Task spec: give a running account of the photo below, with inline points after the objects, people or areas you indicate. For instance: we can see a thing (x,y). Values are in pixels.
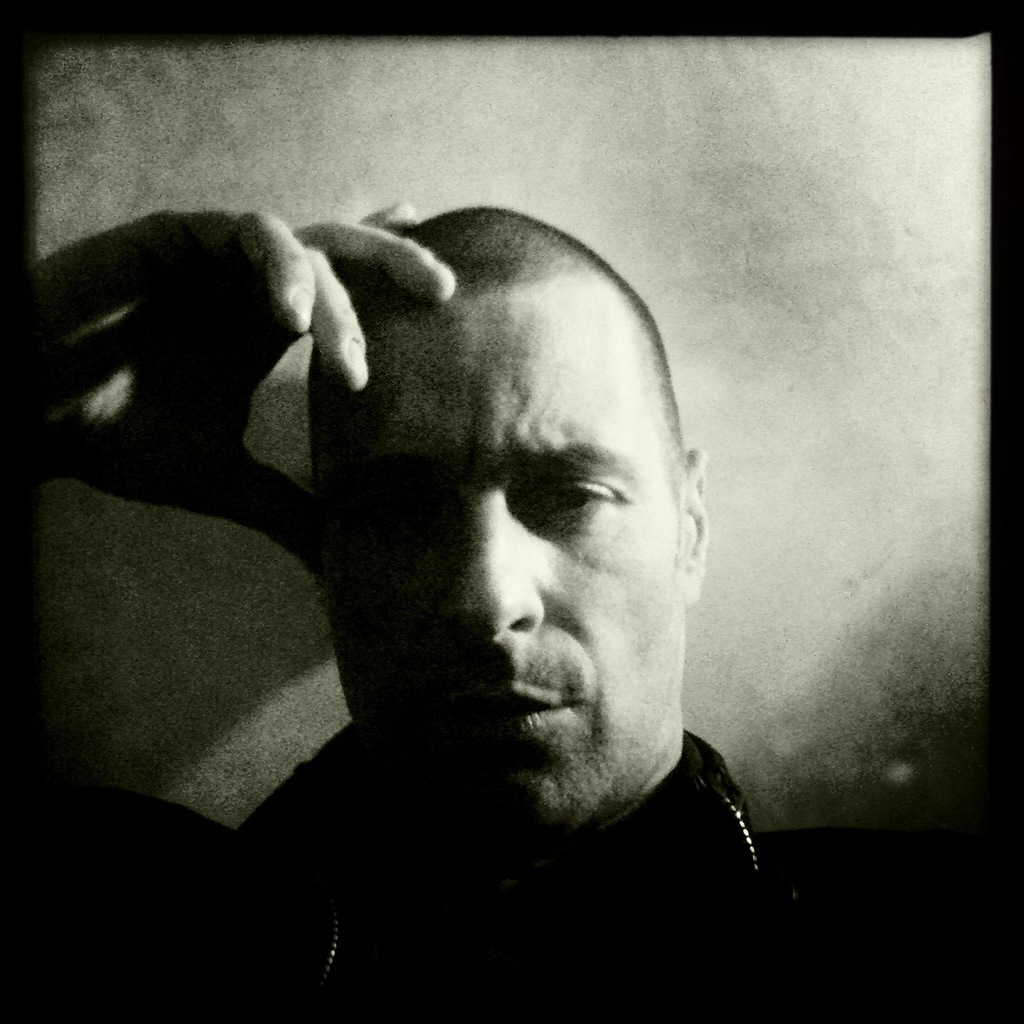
In this image we can see a person (519,532) with white background (341,101).
